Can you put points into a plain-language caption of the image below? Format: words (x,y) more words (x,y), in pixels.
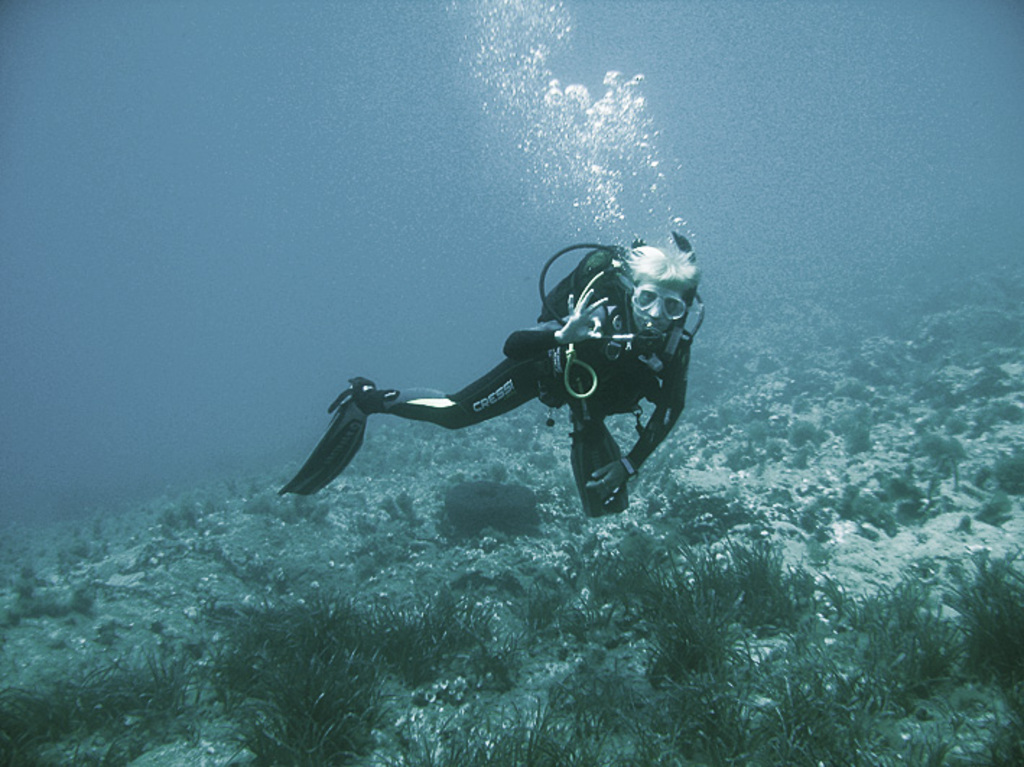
In this image, I can see a person (489,409) with swim fins (348,401) and an oxygen cylinder (594,254). There are plants (311,680) and rocks (513,526) under the water (507,291).
